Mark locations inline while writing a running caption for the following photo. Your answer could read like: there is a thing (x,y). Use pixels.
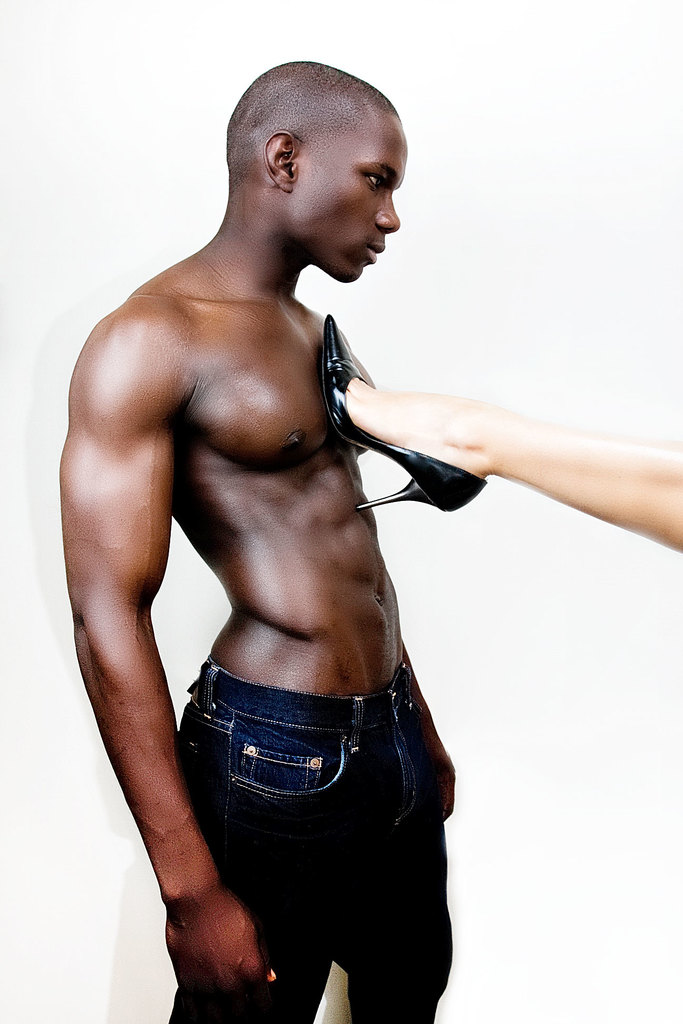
In this image I can see a person (354,484) standing and wearing black color pant (327,812). I can see a person leg (516,453) on him. Background (585,327) is in white color.
